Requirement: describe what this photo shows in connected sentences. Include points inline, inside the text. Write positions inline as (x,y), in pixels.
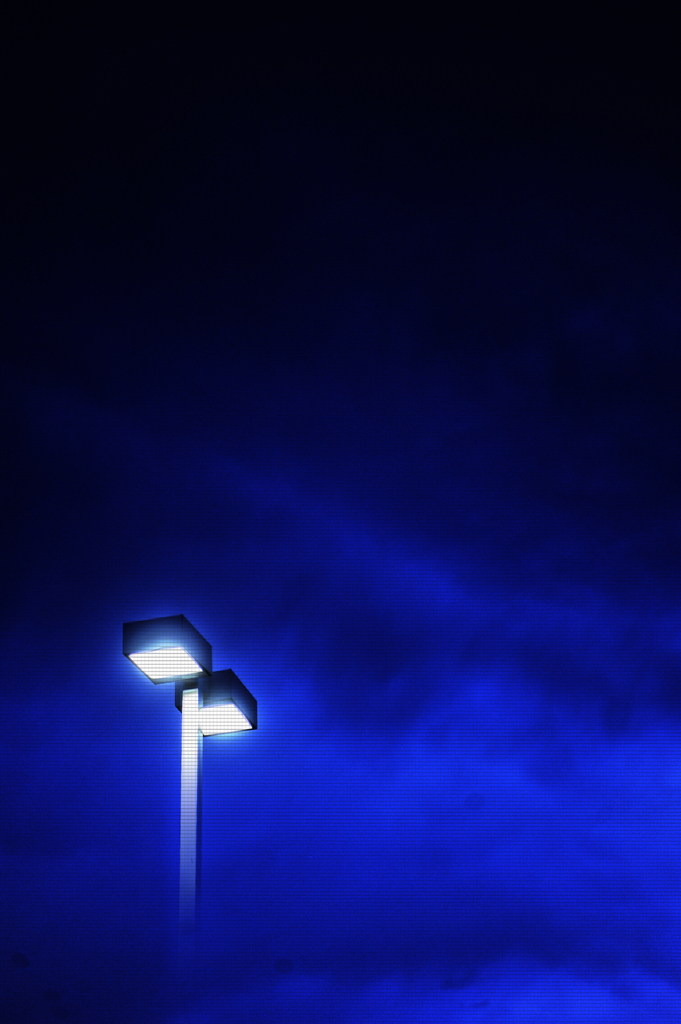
In this image I can see a metal pole (196,711) and on top of it I can see two street lights (218,693). I can see the black and blue colored background (391,917).
